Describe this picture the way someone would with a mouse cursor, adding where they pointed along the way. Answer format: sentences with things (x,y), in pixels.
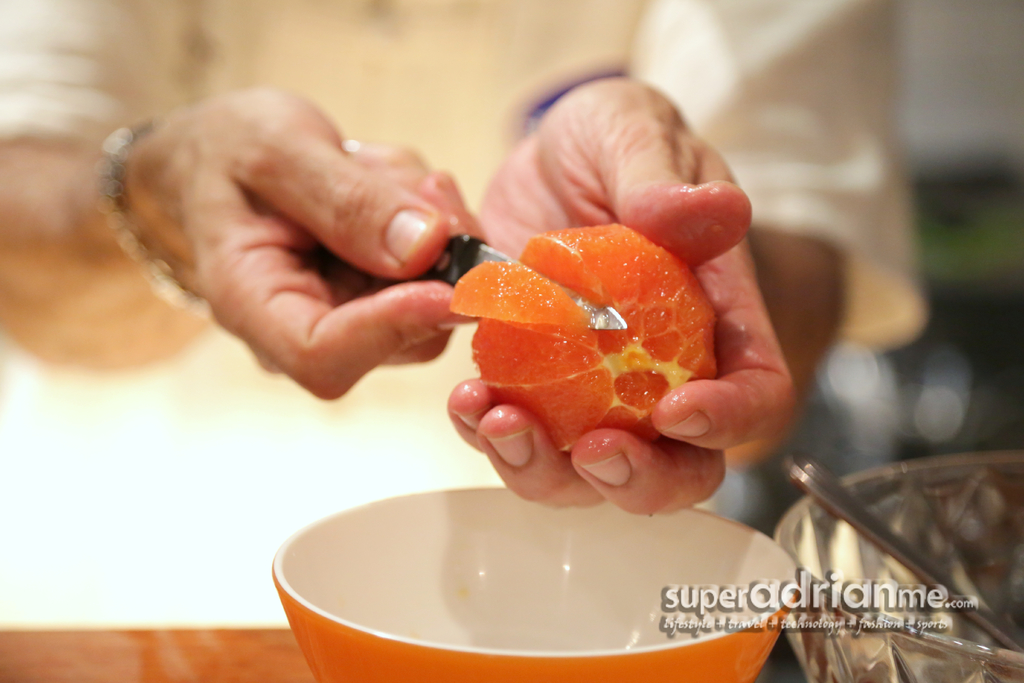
In the picture I can see person (397,252) is cutting fruit (594,334) with knife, we can see bowls (584,590).
